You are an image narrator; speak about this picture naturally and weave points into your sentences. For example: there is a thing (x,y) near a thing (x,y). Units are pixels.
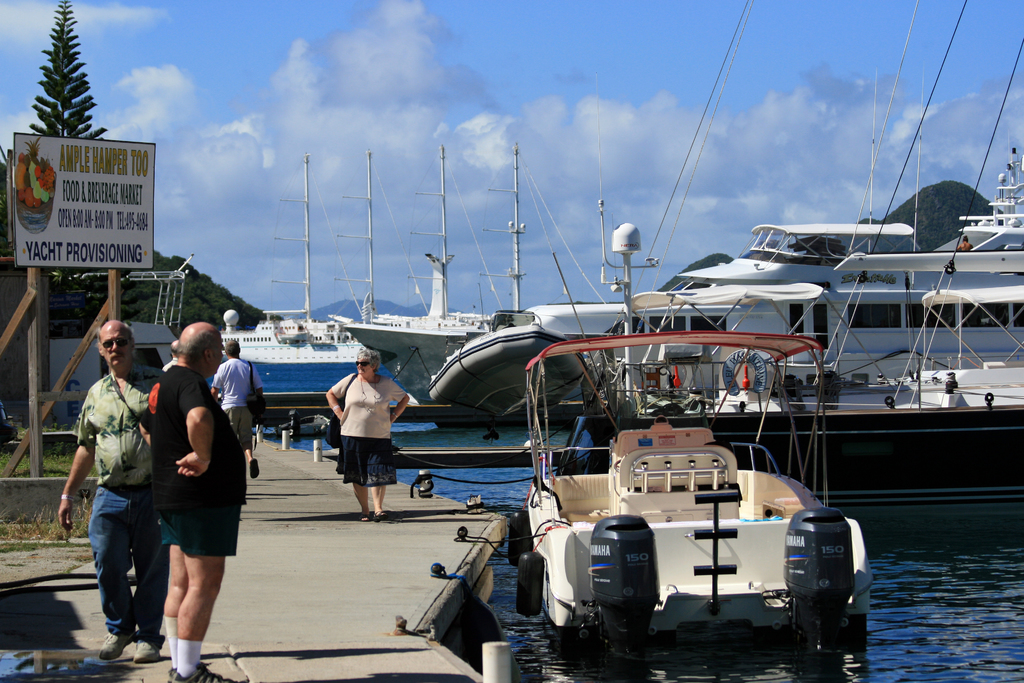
In this image we can see a group of ships (678,560) in the water (906,624). We can also see some people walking on the pathway (302,560). On the left side (99,196) we can see a board (62,198) with a wooden stand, trees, grass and some poles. On the backside (418,314) we can see the mountains (392,303) and the sky (473,300) which looks cloudy.
